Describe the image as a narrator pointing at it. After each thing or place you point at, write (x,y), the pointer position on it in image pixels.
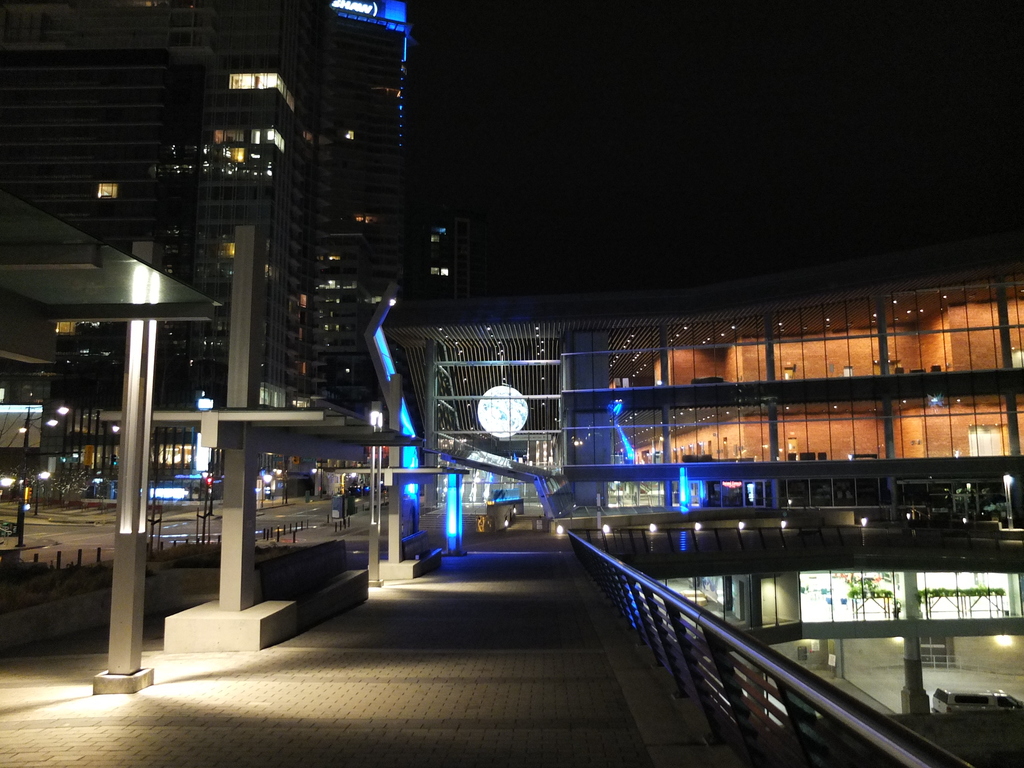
In this image we can see buildings (752,581), lights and pillars (391,554) and it is dark in the background (687,225).
